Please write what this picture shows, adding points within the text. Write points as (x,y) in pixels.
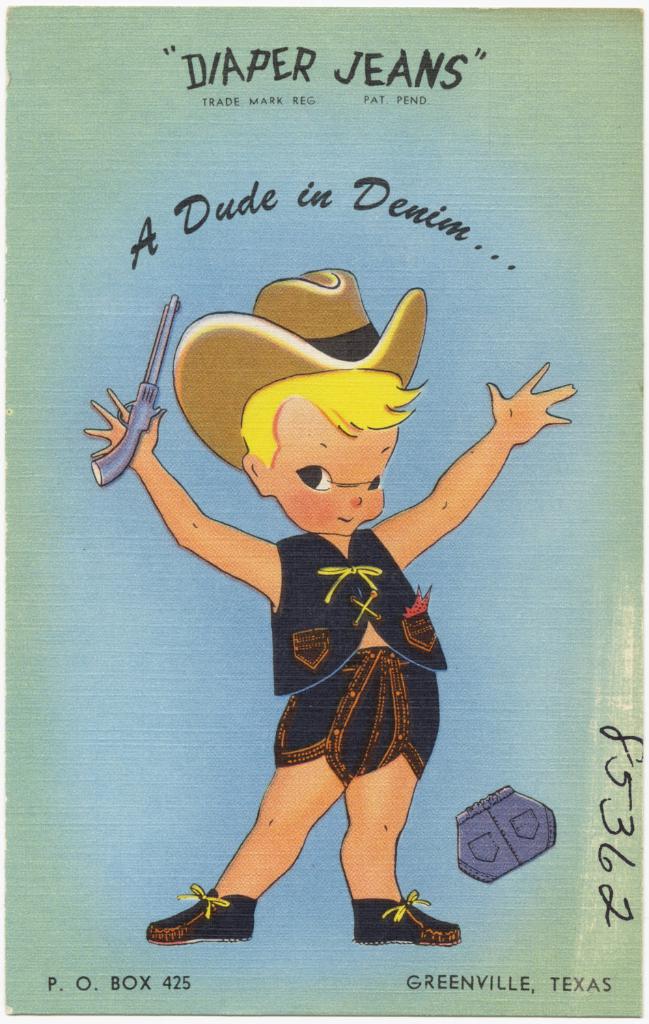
In this picture we can see a cartoon poster (569,396), we can see a cartoon (373,653) of a person (350,570) and some text (403,56) here.
